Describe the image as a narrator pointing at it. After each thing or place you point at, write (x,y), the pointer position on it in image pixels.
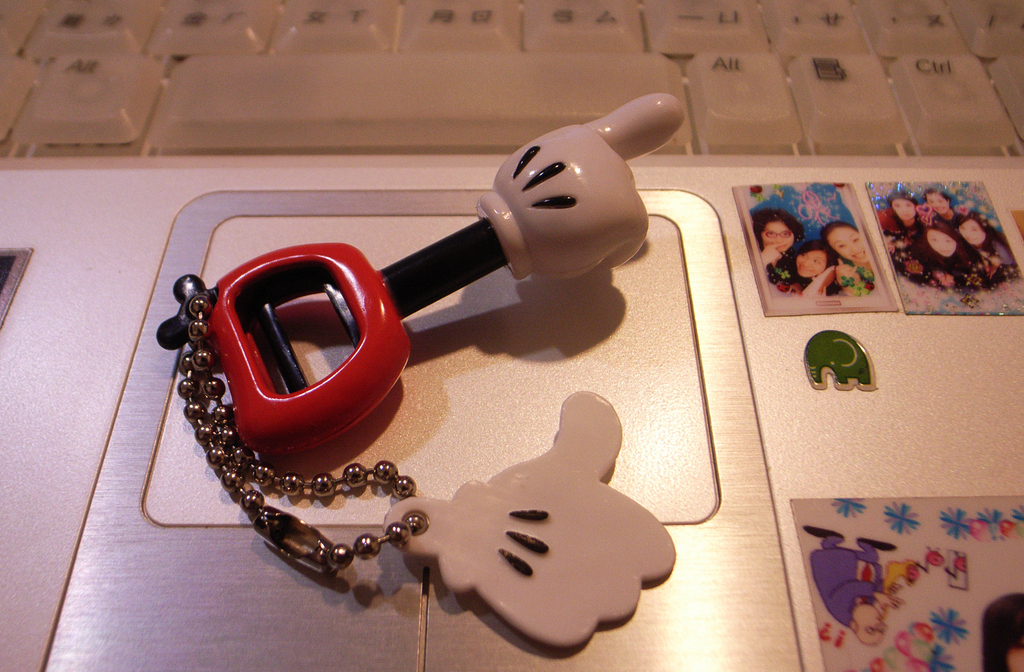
This image consists of a laptop (555,304). There are photos (863,255) posted on the laptop (888,463), on the right side (921,243). There is something placed on the mouse (420,394).
